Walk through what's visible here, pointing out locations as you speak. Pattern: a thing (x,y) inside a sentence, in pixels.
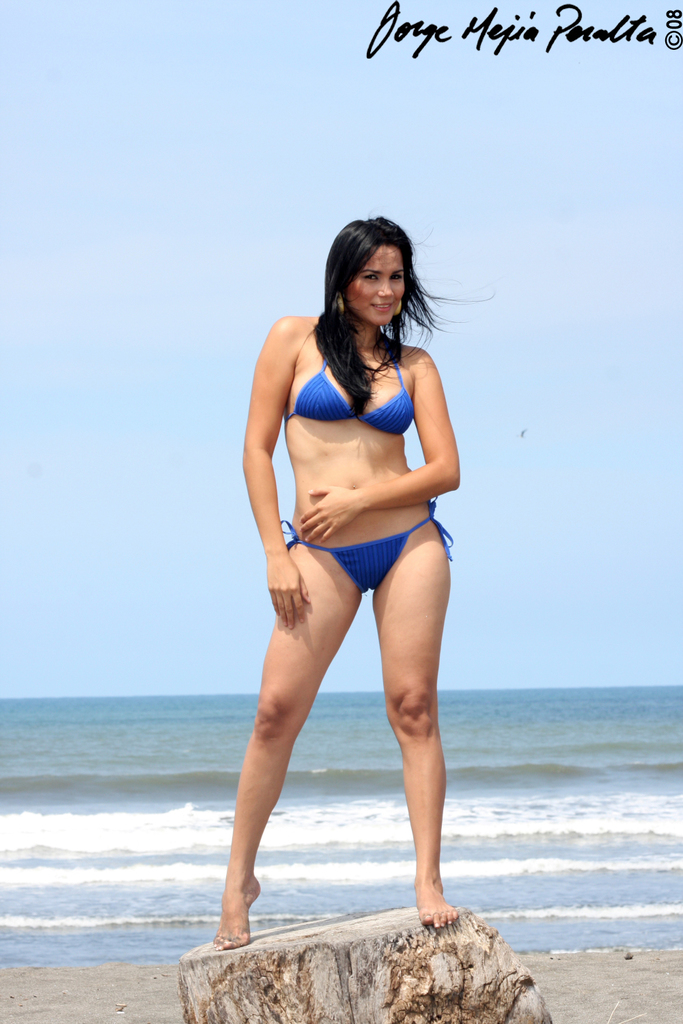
This picture is clicked outside. In the foreground (323,611) we can see a woman (339,369) wearing blue color bikini (362,412) and standing on a wooden object (422,1001). In the background (475,788) we can see the sky (594,621) and a water body (578,851). In the top right corner (501,39) we can see the watermark (574,22) on the image.
